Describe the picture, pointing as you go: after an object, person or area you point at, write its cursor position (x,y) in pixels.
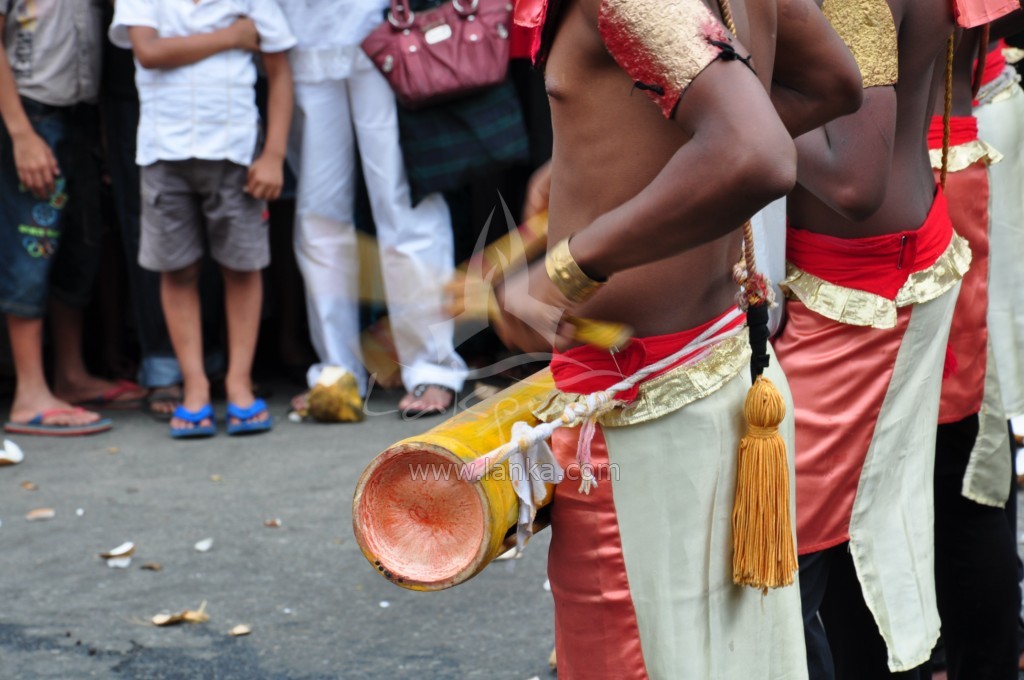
In this image i can see a group of people (344,268) are standing on the road (202,493).
